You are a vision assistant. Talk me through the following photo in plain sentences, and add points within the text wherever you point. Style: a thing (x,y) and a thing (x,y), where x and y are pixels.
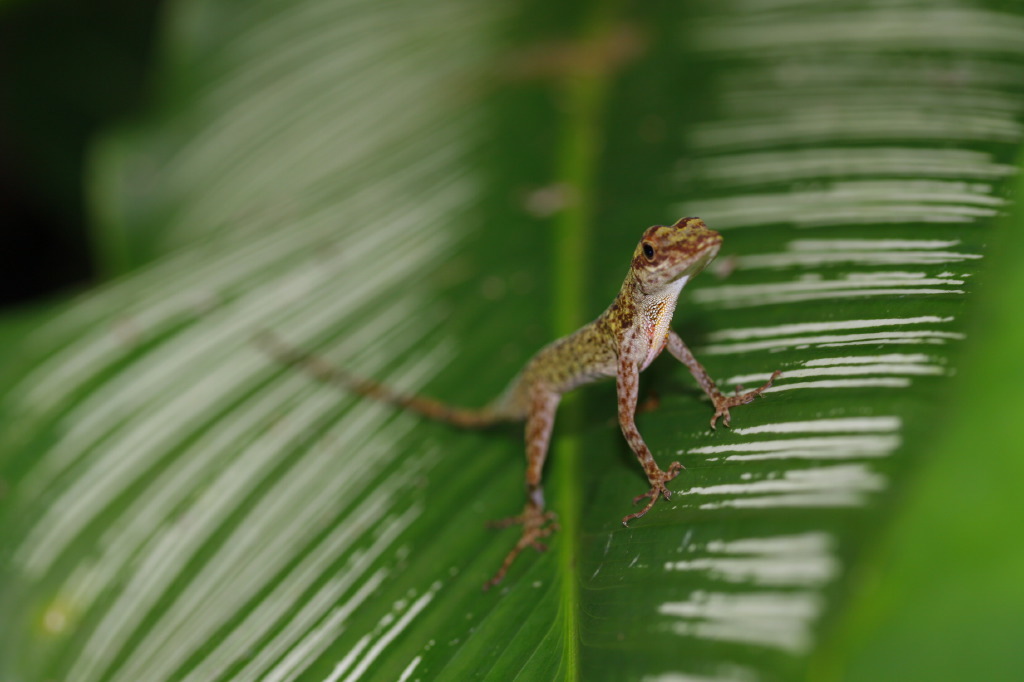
In this picture we can see a brown color lizard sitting on the wet green leaf (312,516).
